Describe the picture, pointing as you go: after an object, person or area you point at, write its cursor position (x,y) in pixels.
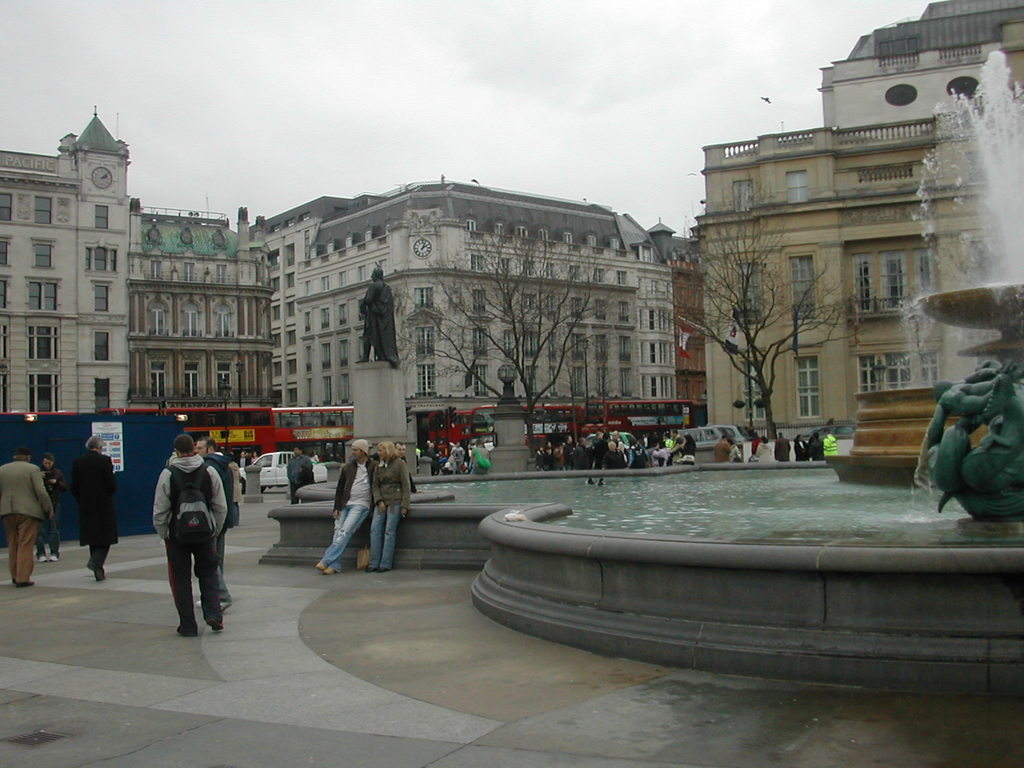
In the middle of the image (633,442) there is a fountain (518,484) and few people (446,469) are standing and walking. Behind them there are some vehicles (331,427). In the middle of the image (360,388) there is a statue (376,298). Behind the statue (373,273) there are some trees (398,309) and buildings (193,331). At the top of the image (318,176) there are some clouds (401,179) and sky (524,163).
